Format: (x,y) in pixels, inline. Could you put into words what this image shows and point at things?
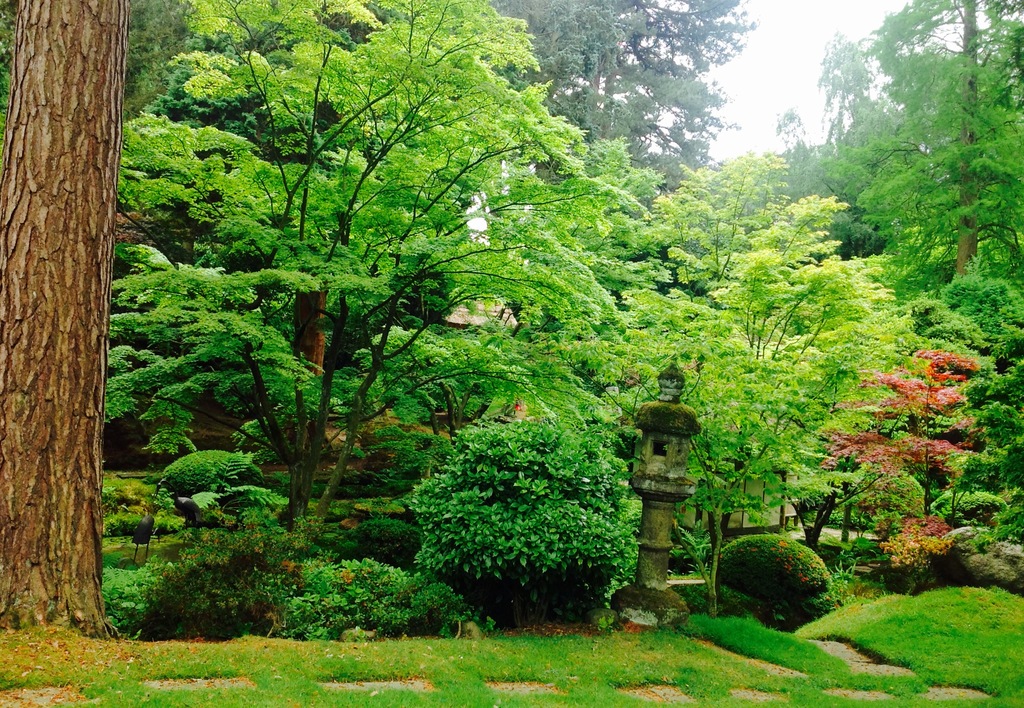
In this image I can see many trees (553,301). In-front of these trees (548,403) there is a pole (634,486) on the ground (567,653). In the back (766,98) I can see the white sky (768,119).
